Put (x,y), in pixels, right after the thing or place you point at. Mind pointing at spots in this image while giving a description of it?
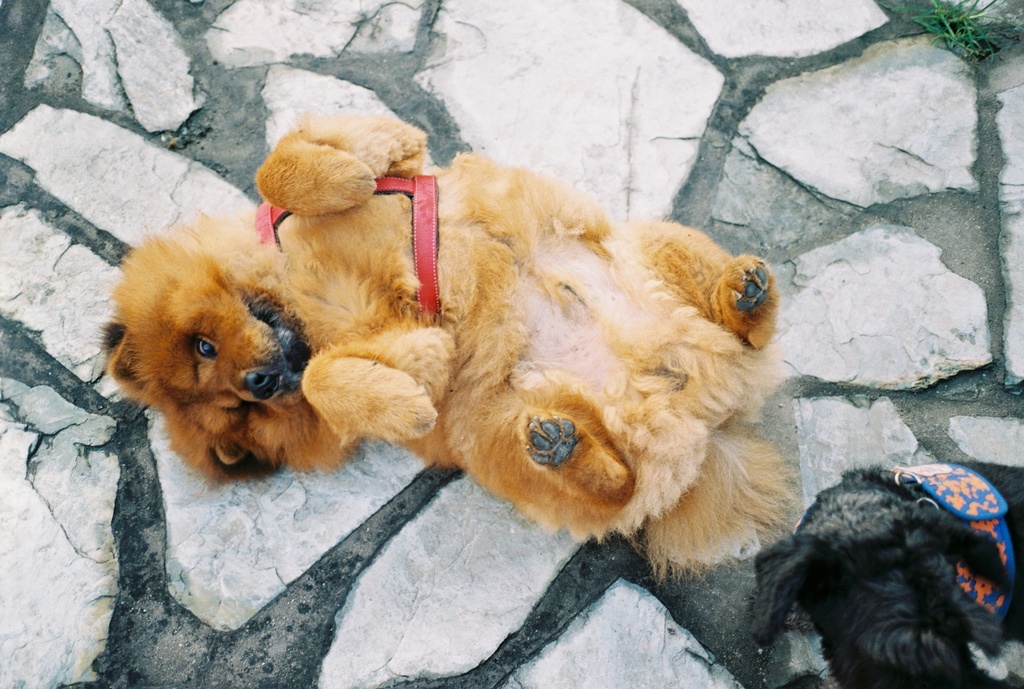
In this image there are two dogs (519,307) on the floor (560,84). On the right side of the image (805,547) there is another black dog (923,619).
